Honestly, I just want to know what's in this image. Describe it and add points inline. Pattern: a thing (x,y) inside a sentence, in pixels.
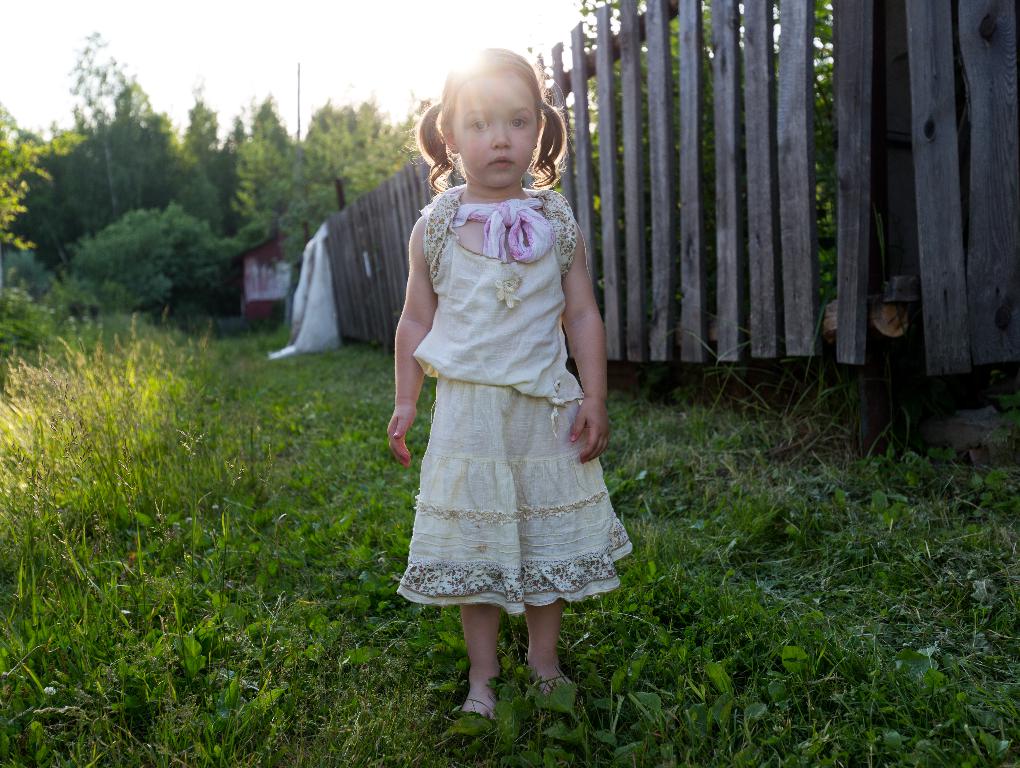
A girl (459,440) wearing white dress (453,266) is standing in the foreground (512,425). Here there are wooden fences (337,245). In the background (211,290) there are trees (175,314), plants (123,307). This is a hut (264,264). On the ground (251,636) there are grasses (359,536). The sky (220,15) is clear.
